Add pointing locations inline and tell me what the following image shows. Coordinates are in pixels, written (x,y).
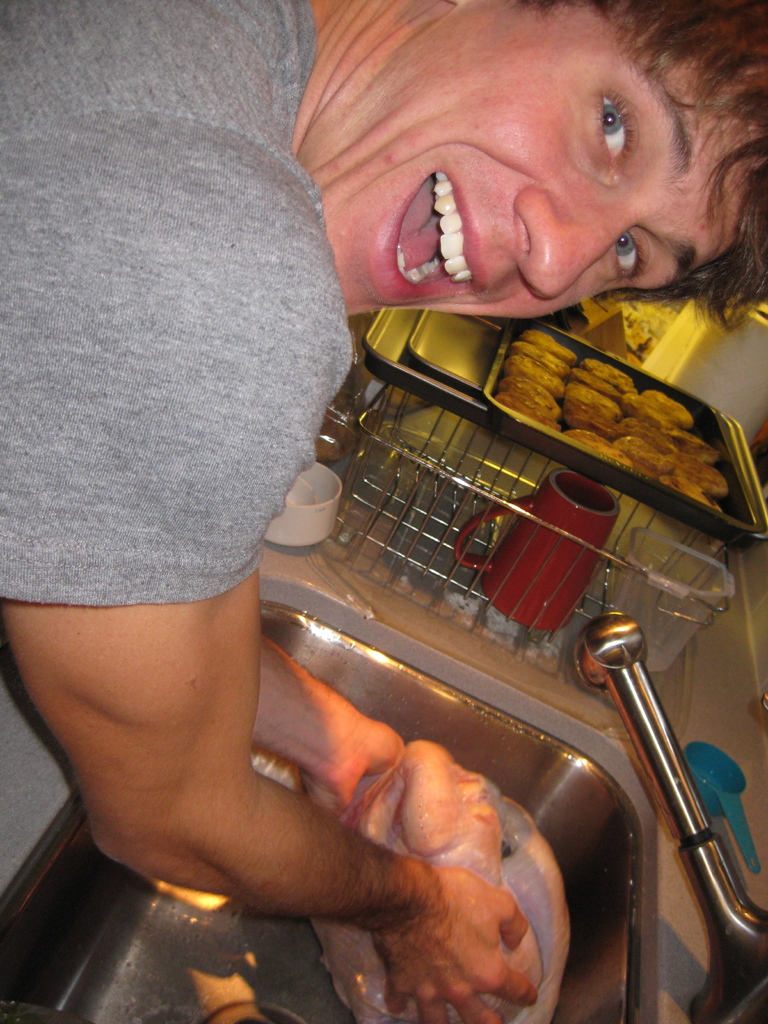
In this picture we can see a man (482,958) holding meat (413,781). We can see tap (626,702), stainless steel wash basin (620,861), cup (564,603), spoon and few objects (700,618). We can see food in a tray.
